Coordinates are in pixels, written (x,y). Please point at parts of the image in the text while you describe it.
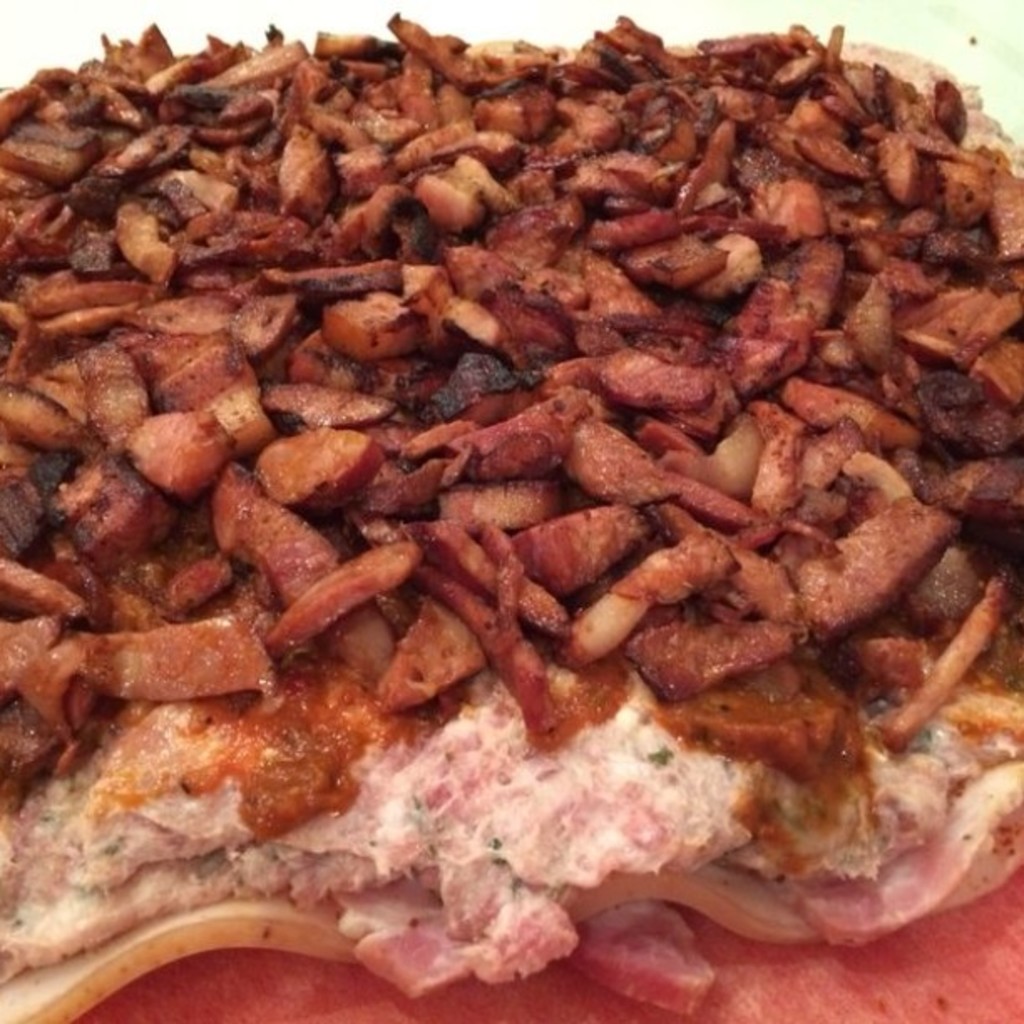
In this picture we can see the meat pieces (883,344) and fried pieces (674,510) which is kept on the table (867,1006). In the top right corner (964,18) there is a wall (952,17).
